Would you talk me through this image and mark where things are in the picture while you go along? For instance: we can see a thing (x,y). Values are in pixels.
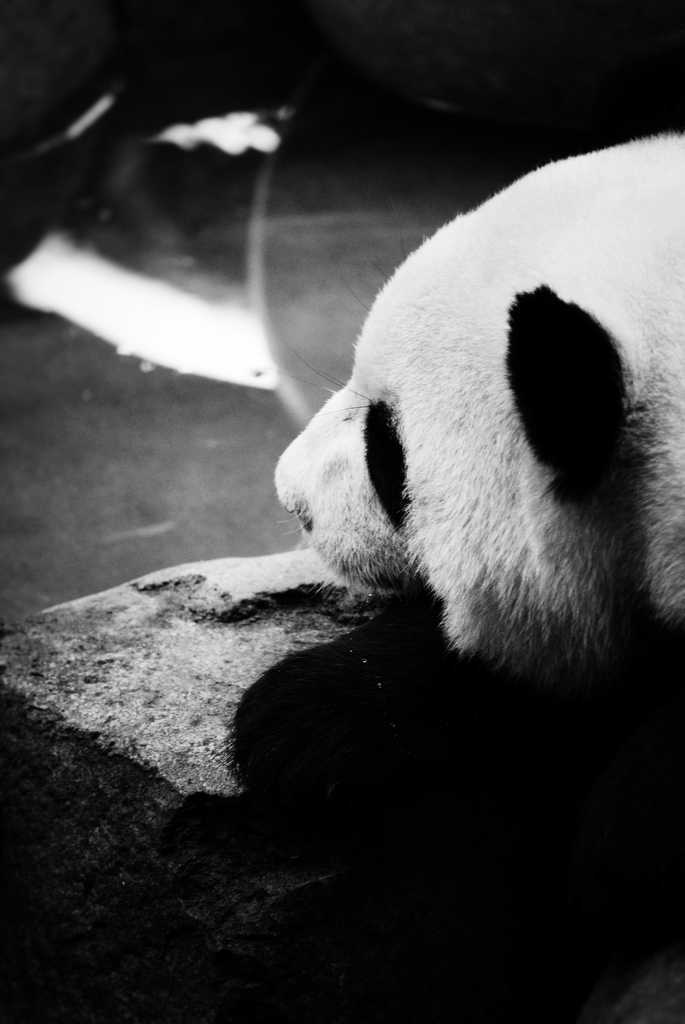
It is a black and white image, it seems like there is a panda (372,463) and in front of the panda (381,557) there is a stone (187,583).
